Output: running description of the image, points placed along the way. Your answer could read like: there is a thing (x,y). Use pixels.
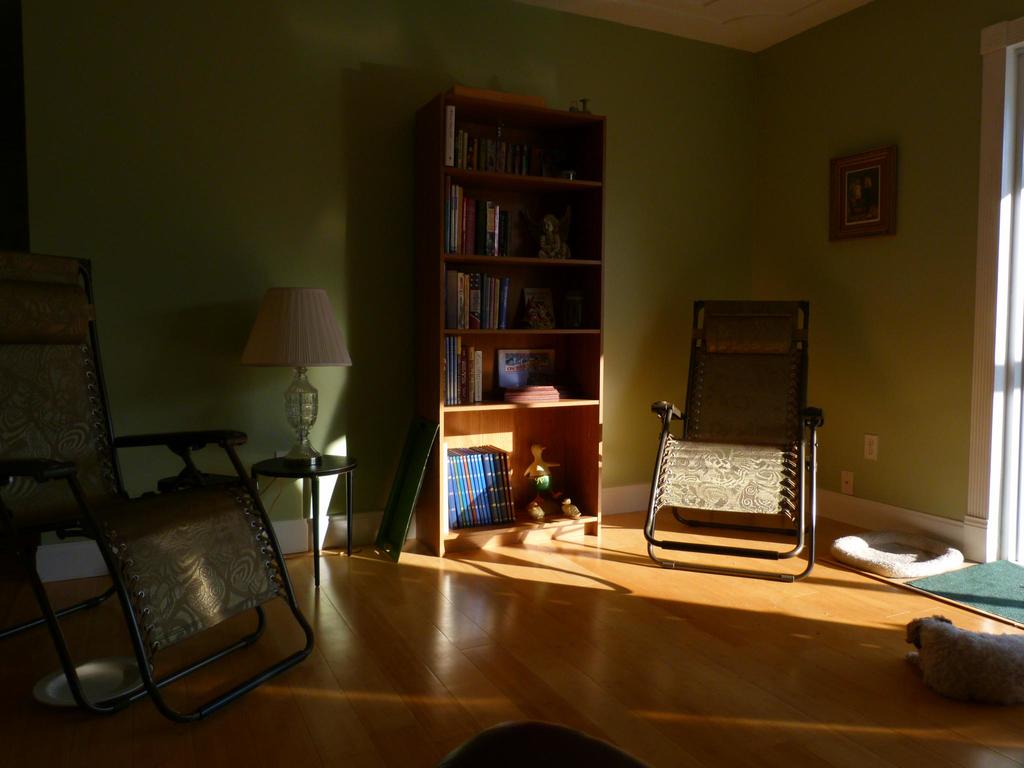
In this image I can see the brown colored floor (849,621), two chairs (760,390), an animal (912,641) lying on the floor (914,690), a table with a lamp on it, a bookshelf (513,226) with number of books (475,449) and few other objects (542,295) in it. In the background (251,179) I can see the green colored wall (275,111), the ceiling (678,13) and a photo frame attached to the wall (796,115).
